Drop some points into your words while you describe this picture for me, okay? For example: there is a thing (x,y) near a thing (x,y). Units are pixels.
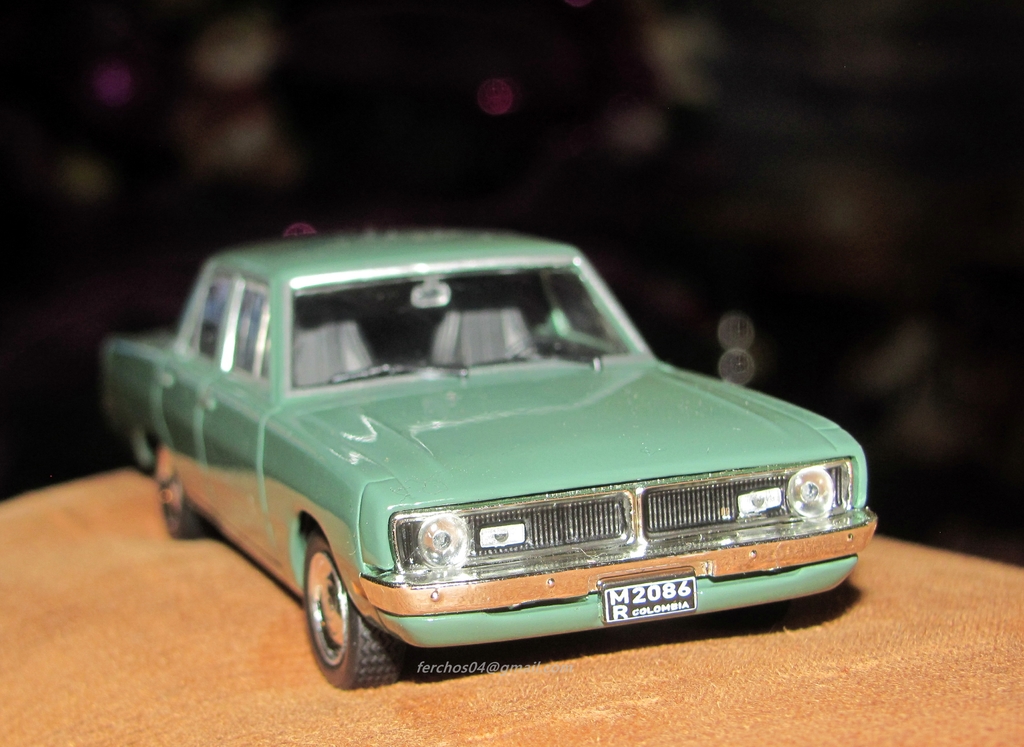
In this picture I can see a car toy (325,430) placed on the cloth (349,710).
